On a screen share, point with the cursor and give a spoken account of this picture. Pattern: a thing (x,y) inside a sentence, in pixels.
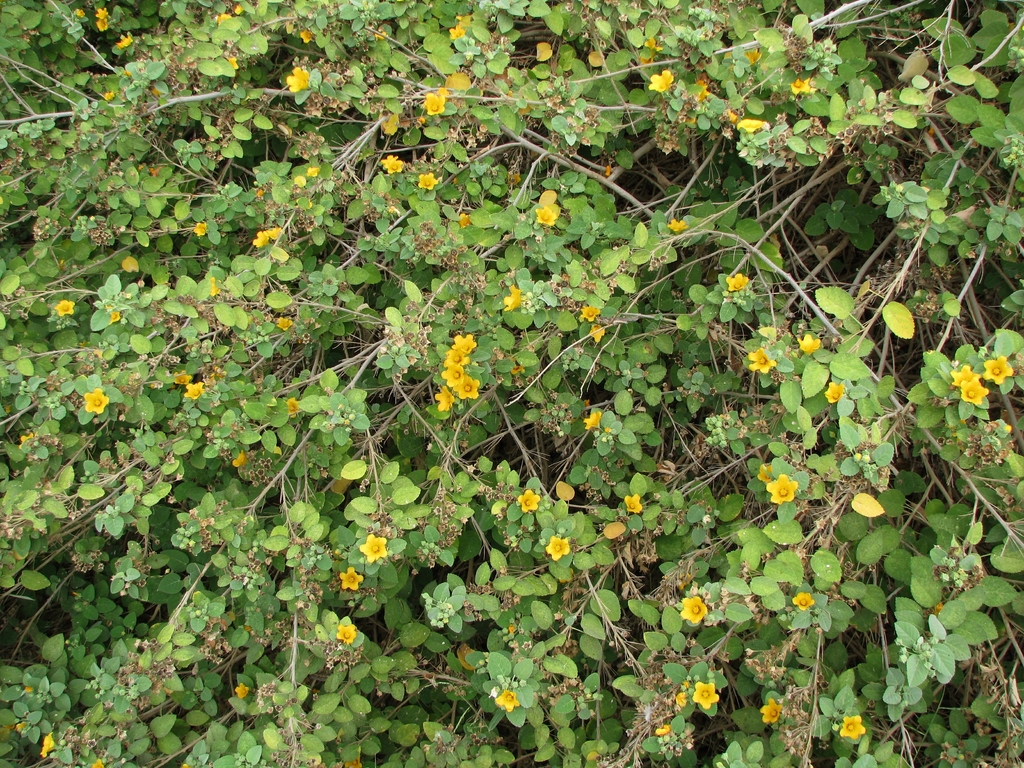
In this image we can see plants (488,398) with flowers (443,404), leaves (442,339) and stems (546,160).
